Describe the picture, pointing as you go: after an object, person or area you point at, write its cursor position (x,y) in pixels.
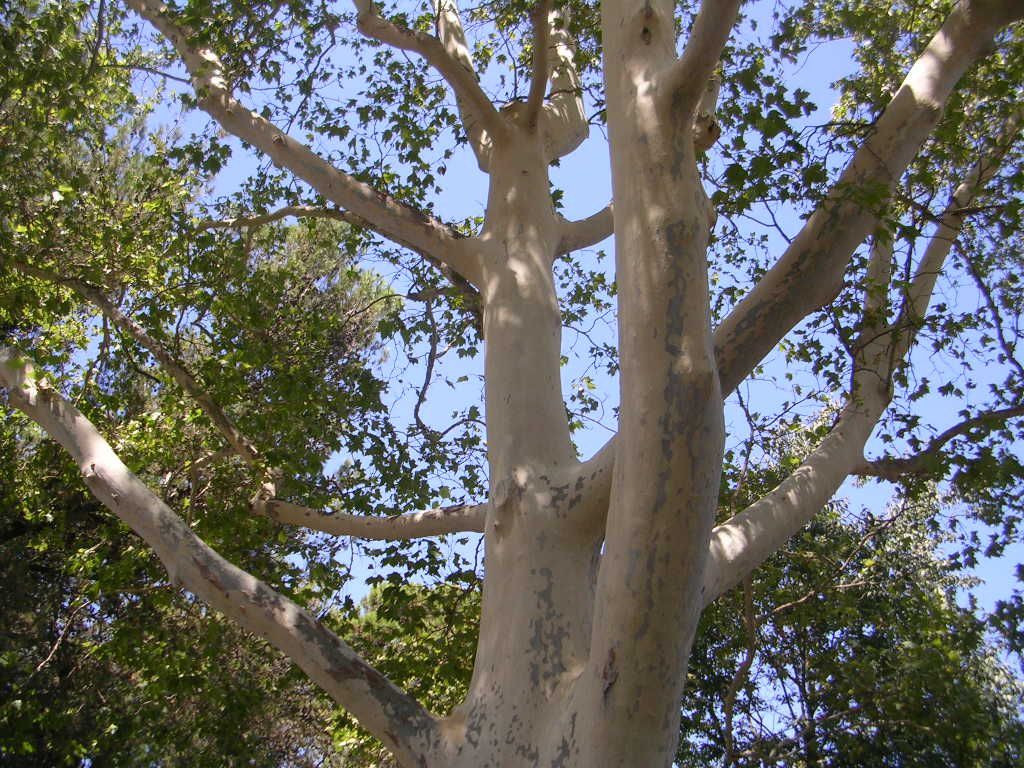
In the image we can see some trees (962,120). Behind the trees (894,123) there is sky (825,76).
